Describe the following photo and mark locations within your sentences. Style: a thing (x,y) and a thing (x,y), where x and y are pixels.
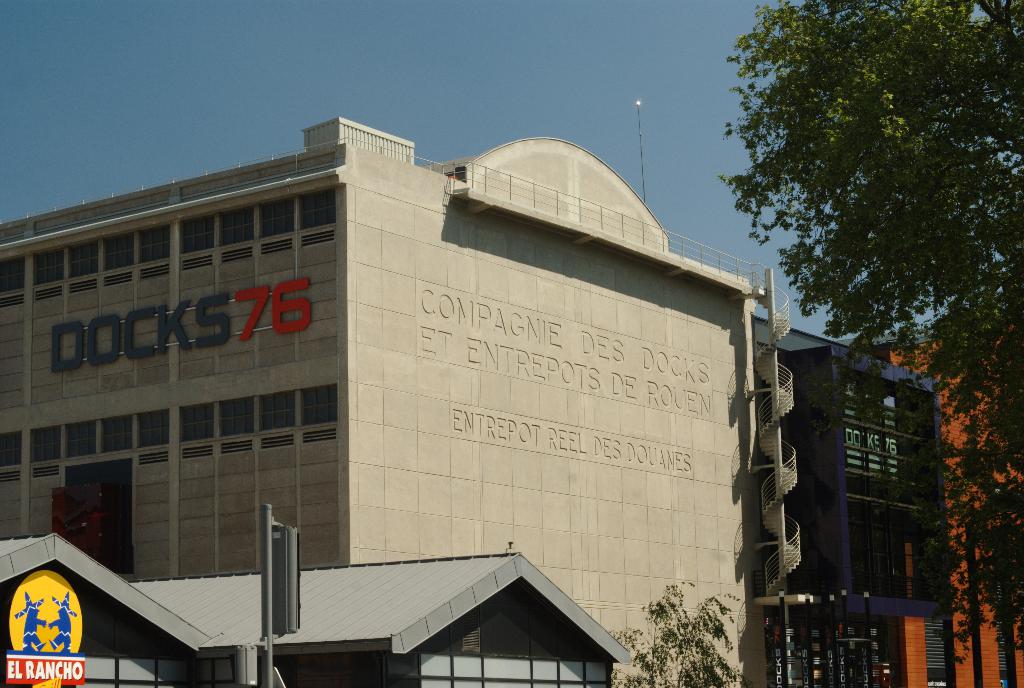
In this image, I can see the buildings (743,491) with the windows (891,506). At the bottom (937,553) and right sides of the image, I can see the trees (919,96). These are the name boards (130,359), which are attached to a building wall (191,467). At the bottom of the image (283,598), that looks like a pole (266,658). I can see the letters (501,426) carved on a building wall (622,443). At the top of the image (373,87), I can see the sky (575,62).
